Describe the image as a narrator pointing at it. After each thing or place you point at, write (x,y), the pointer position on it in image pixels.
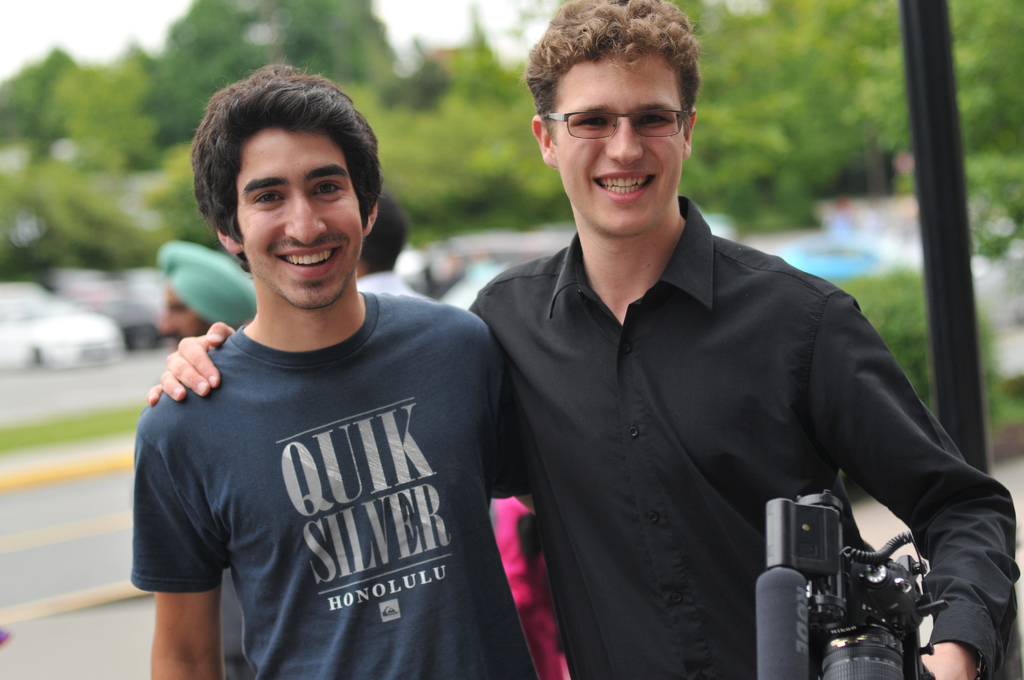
In this picture there are two people (306,636) those who are standing at the center of the image (668,258), the person (620,518) who is standing at the right side of the image (756,422), he is holding the camera (811,536) in his hand (970,666), there are some trees (837,131) around the area of the image and cars (150,336), it seems to be a road side view.
